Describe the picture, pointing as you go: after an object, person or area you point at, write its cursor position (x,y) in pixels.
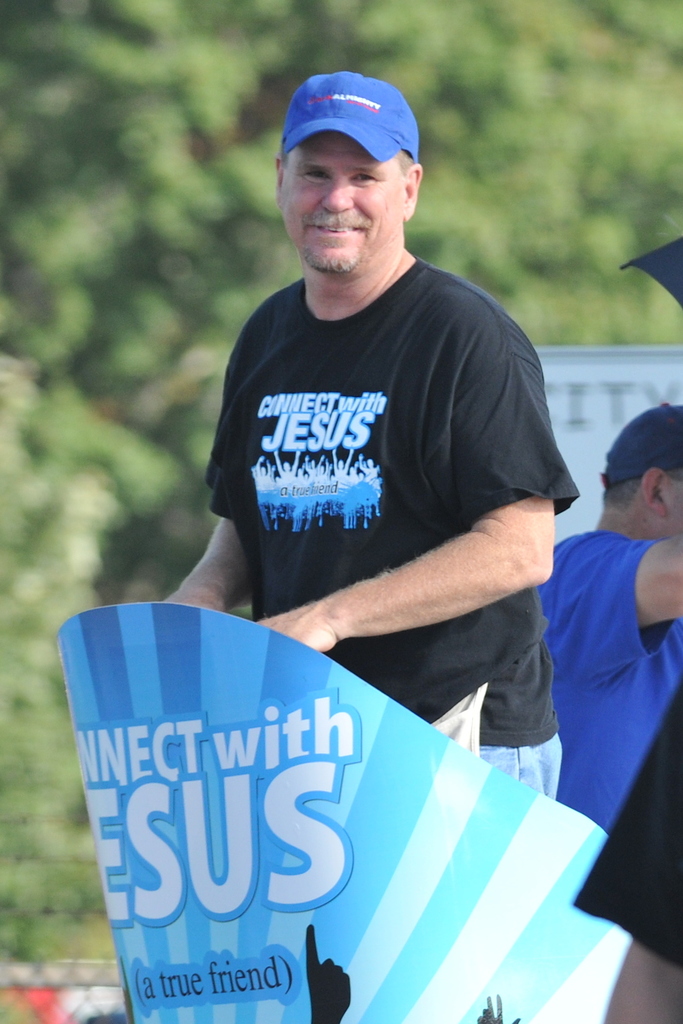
In this image there is a person (334,513) standing with a smiling face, behind the person (459,535) there is another person (593,604), in the background of the image (140,494) there are trees (162,223).
